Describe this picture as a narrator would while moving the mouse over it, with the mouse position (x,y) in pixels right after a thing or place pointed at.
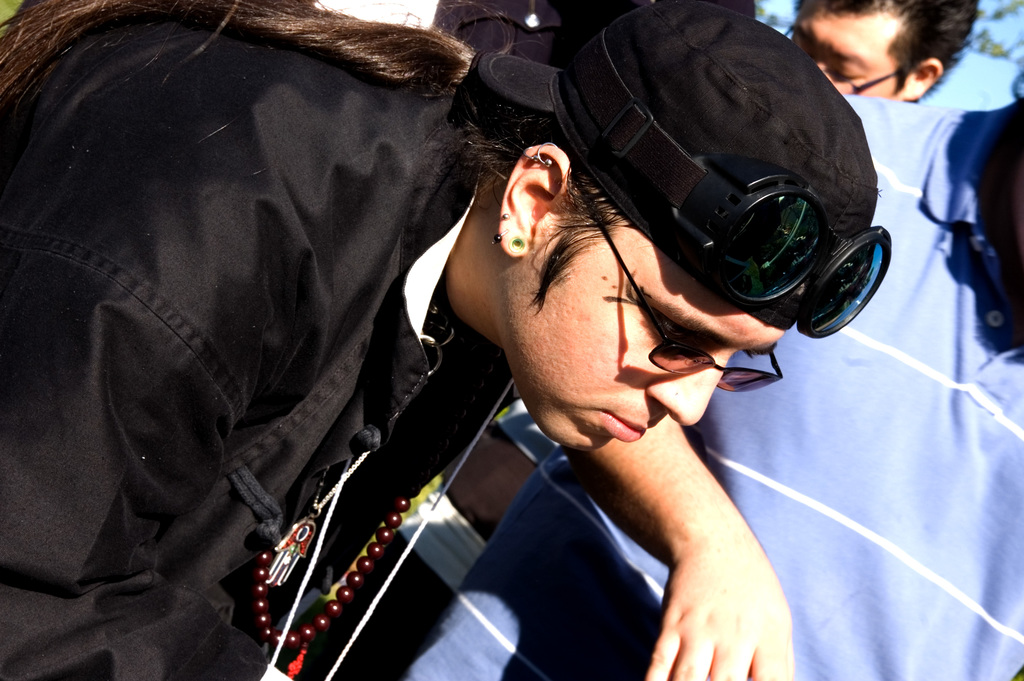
In this picture there are people (860,228), among them there is a person (597,405) wore cap (846,231), goggles (739,235) and chains (263,574).
